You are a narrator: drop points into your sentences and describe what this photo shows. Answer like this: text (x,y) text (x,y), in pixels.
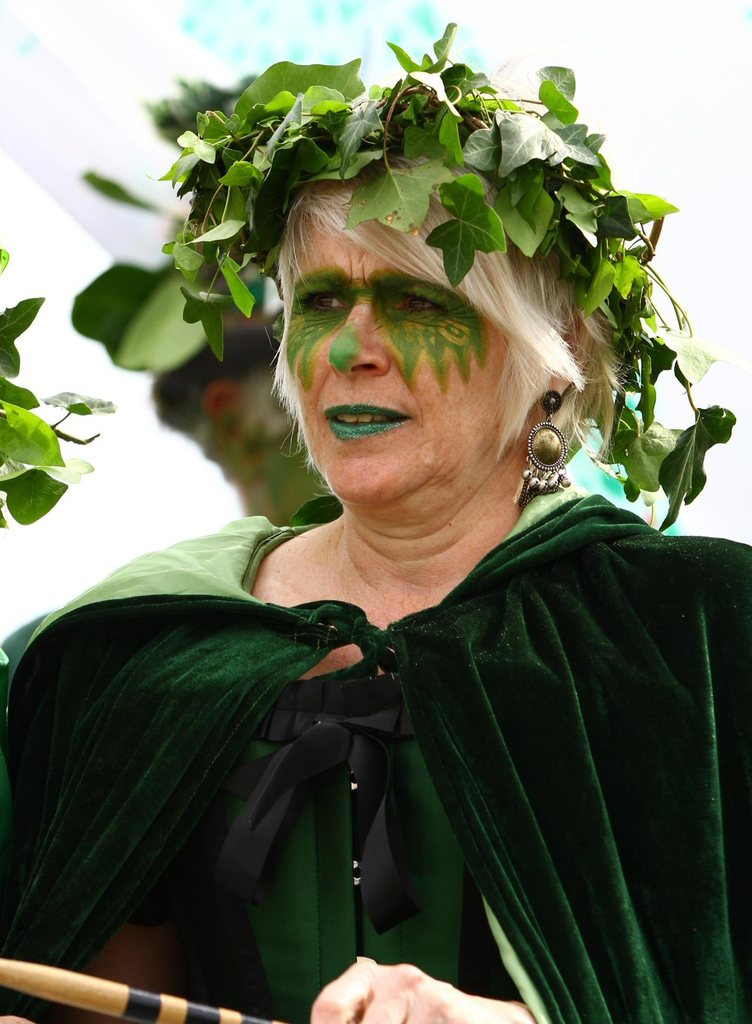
In this image we can see a woman (363,337) with a painted face (391,382) and we can also see leaves (488,170) on her head (433,219).
